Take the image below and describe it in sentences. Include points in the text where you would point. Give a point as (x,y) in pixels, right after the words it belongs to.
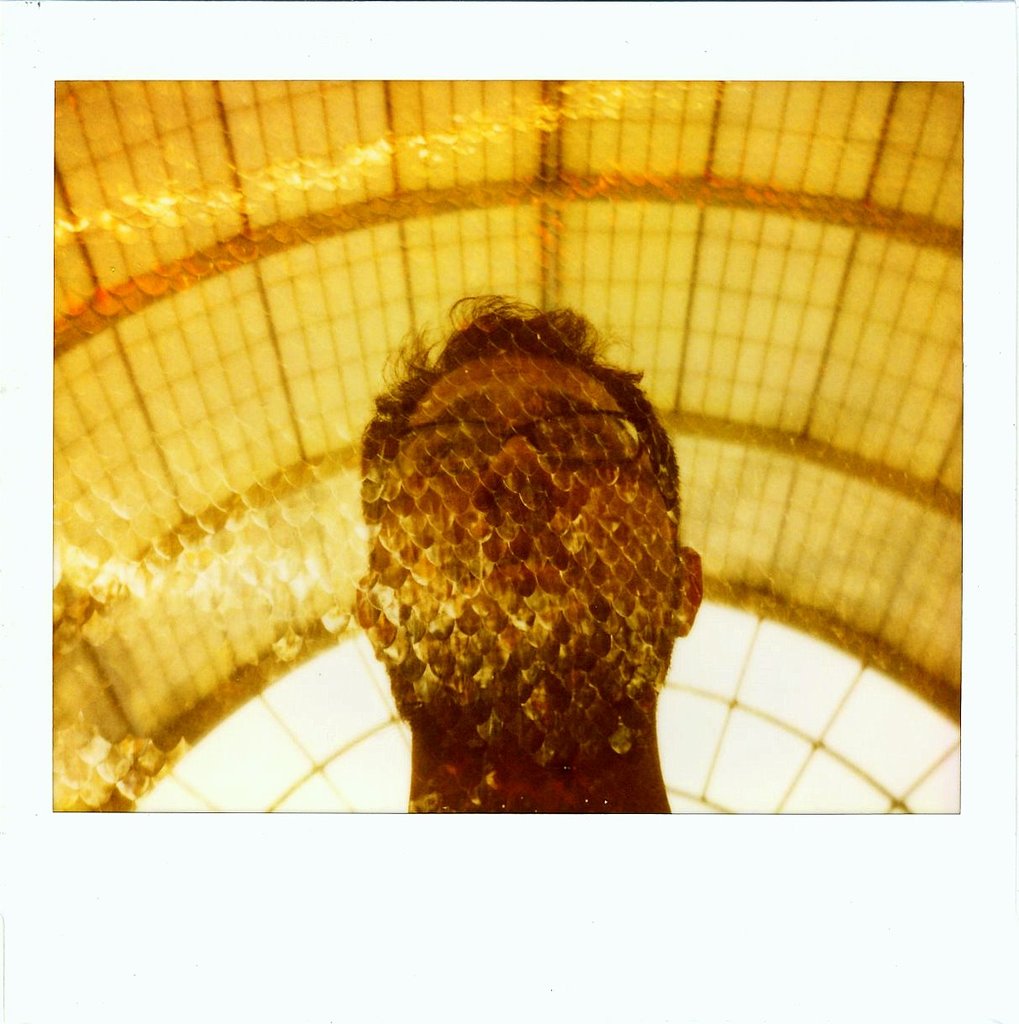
This is an edited image. In this image, in the middle (489,419), we can see the head (609,545) of a person (659,751). At the top (322,336), we can see a roof (320,336) which is in yellow color.
